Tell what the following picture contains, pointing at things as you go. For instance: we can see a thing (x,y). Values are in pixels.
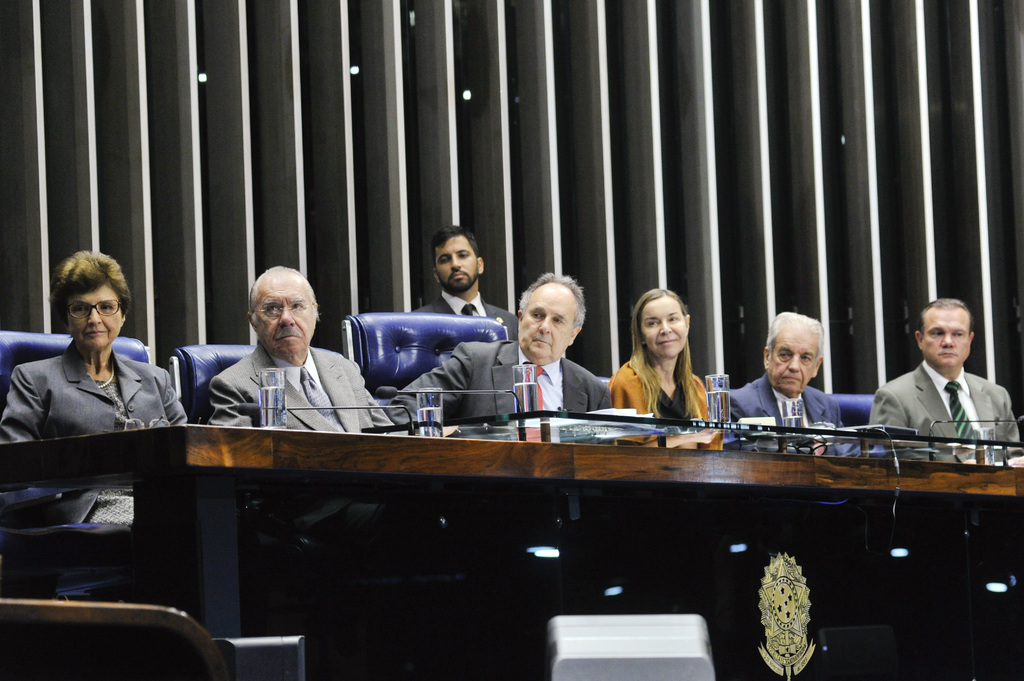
In this picture we can see a group of people (61,379) are sitting on chairs (41,335) and in front of the people (64,317) there is a table (909,452) and on the table (625,453) there are glasses (264,396) and microphones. Behind the people (480,397) there is another person (448,297) is standing.
